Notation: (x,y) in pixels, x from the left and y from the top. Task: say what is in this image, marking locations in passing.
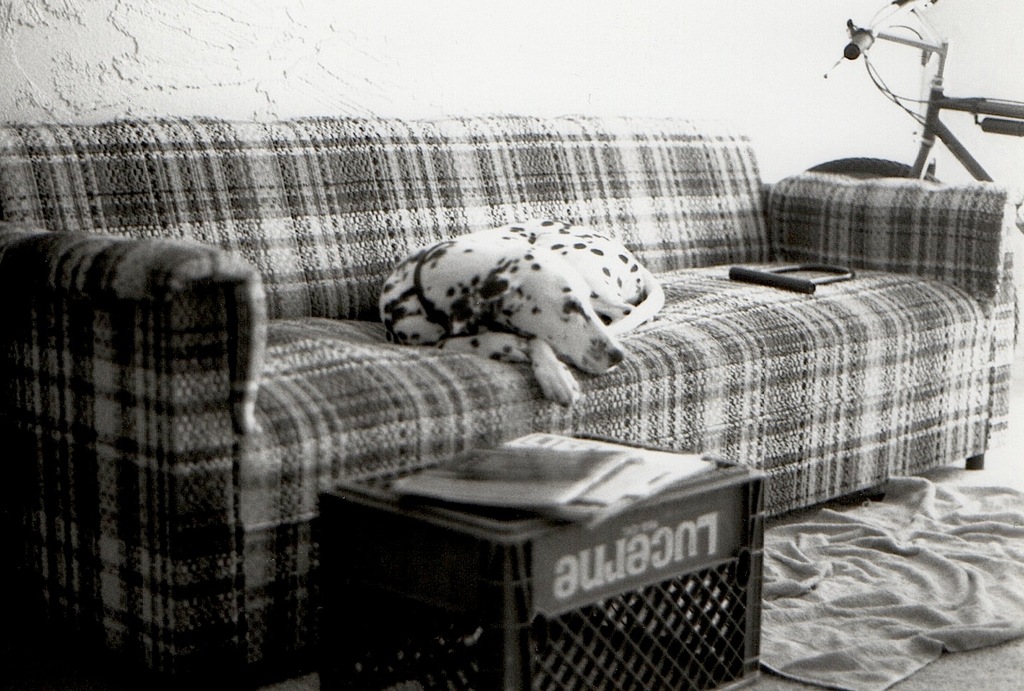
This is a black and white image. This image consists of a sofa (655,362), bicycle (938,130), cloth (922,511) in the bottom right corner (924,557) and a table like thing (625,611) which has books (604,502) on it and there is a dog (584,296) on the sofa (769,253).
